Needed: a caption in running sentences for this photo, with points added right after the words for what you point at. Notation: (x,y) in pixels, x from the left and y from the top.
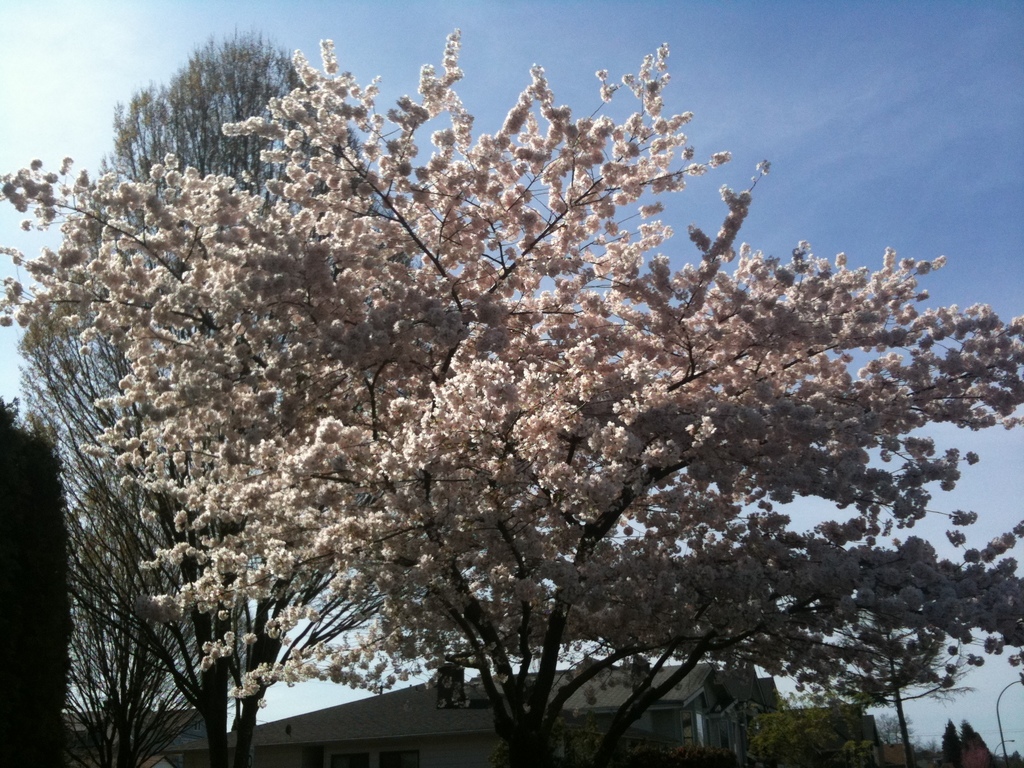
In this image there is a flower plant (564,618) in the middle (609,470). In the background (421,712) there are buildings (415,700). At the top (802,145) there is sky (817,143). There are flowers (624,291) to the tree (451,357).
